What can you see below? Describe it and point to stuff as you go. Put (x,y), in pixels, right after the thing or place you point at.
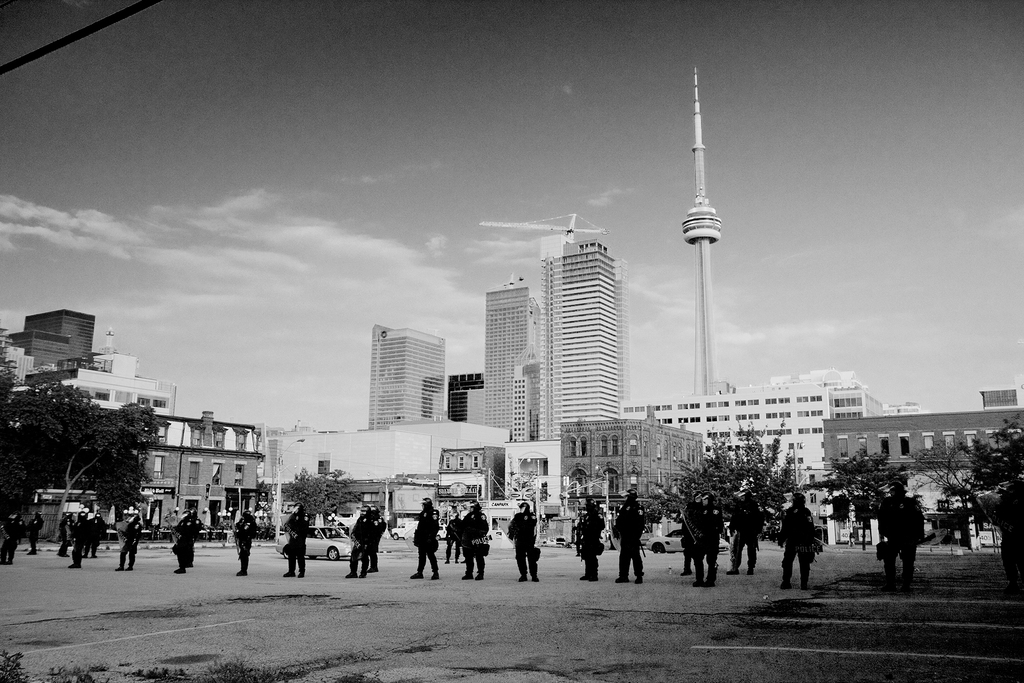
It is a black and white image and there are few people (530,547) in the foreground (636,528) and behind them there are vehicles (324,532), trees (64,504), houses (394,498), buildings (579,419) and in the background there is a tower (705,355).
